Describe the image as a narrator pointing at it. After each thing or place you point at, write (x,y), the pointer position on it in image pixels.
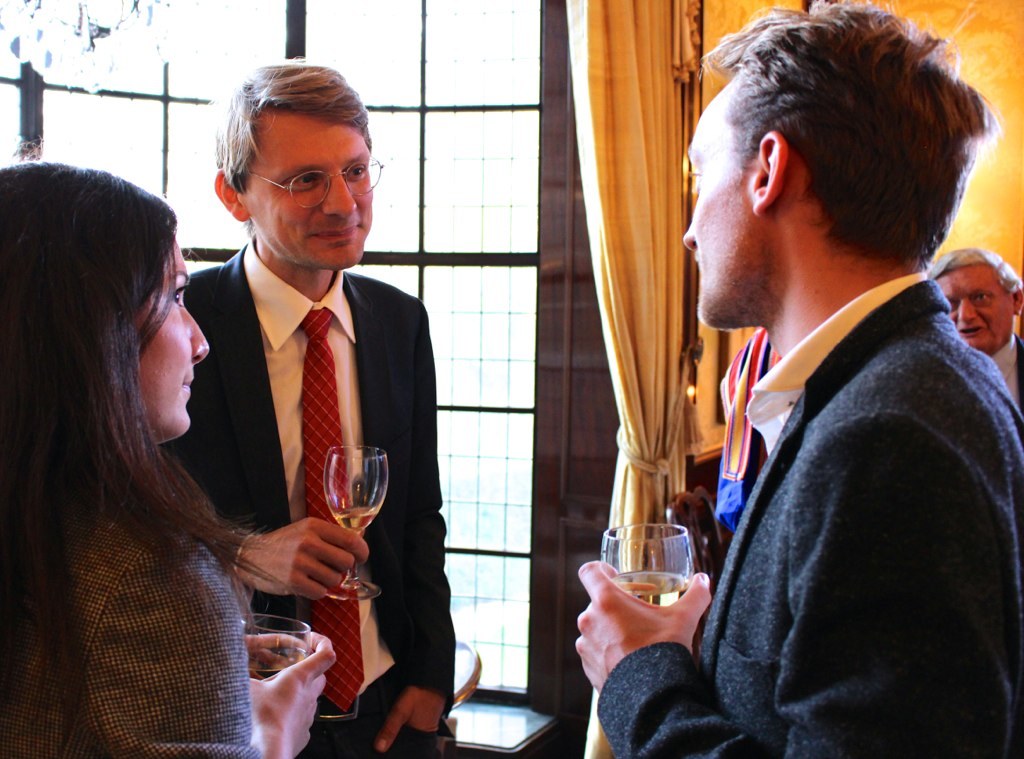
In this image there is a person (281,417) wearing suit (258,419) and tie (319,401). He is holding a glass (359,508) having drink (354,521) in it. He is wearing spectacles (305,180). Beside there is a woman (204,688) holding a glass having drink (279,669) in it. A person (923,497) is holding glass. Behind him there is a person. There is a window (466,580) having curtain (643,433).
